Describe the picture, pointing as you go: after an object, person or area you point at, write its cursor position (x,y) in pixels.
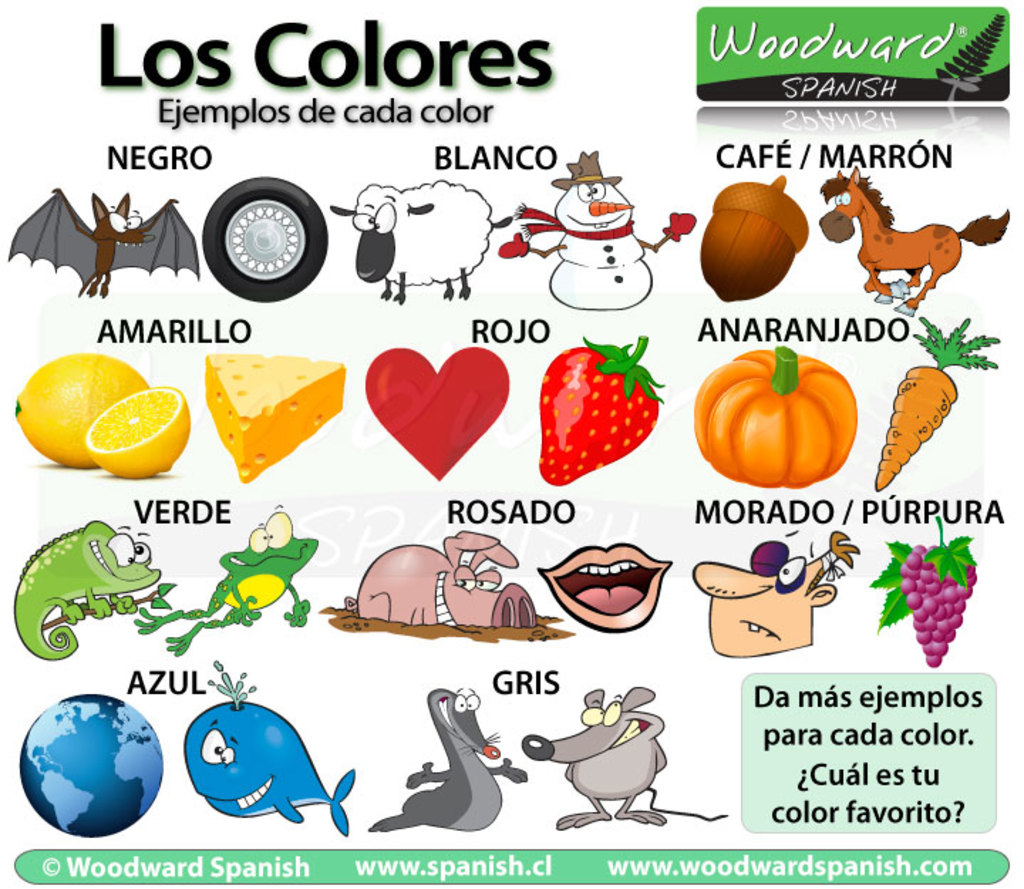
In this picture I can see a poster (657,130). There are words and images (570,592) on the poster (570,518).
